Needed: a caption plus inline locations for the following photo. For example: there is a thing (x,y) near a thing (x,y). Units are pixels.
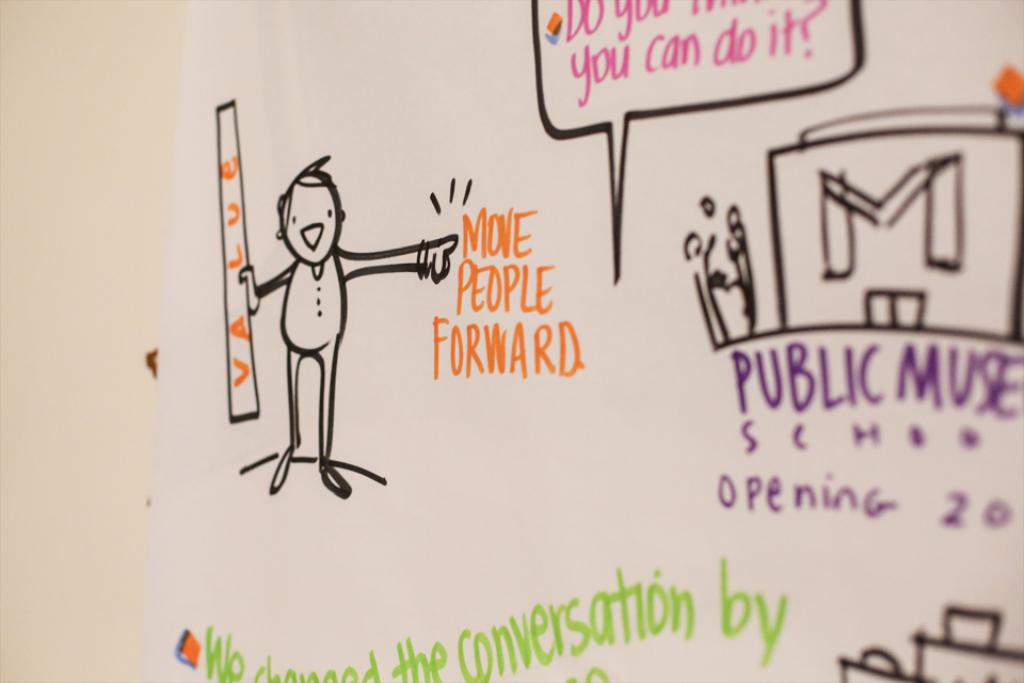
In this image we can see drawing (745,292). In this image we can see text (592,90) and person (295,199).
